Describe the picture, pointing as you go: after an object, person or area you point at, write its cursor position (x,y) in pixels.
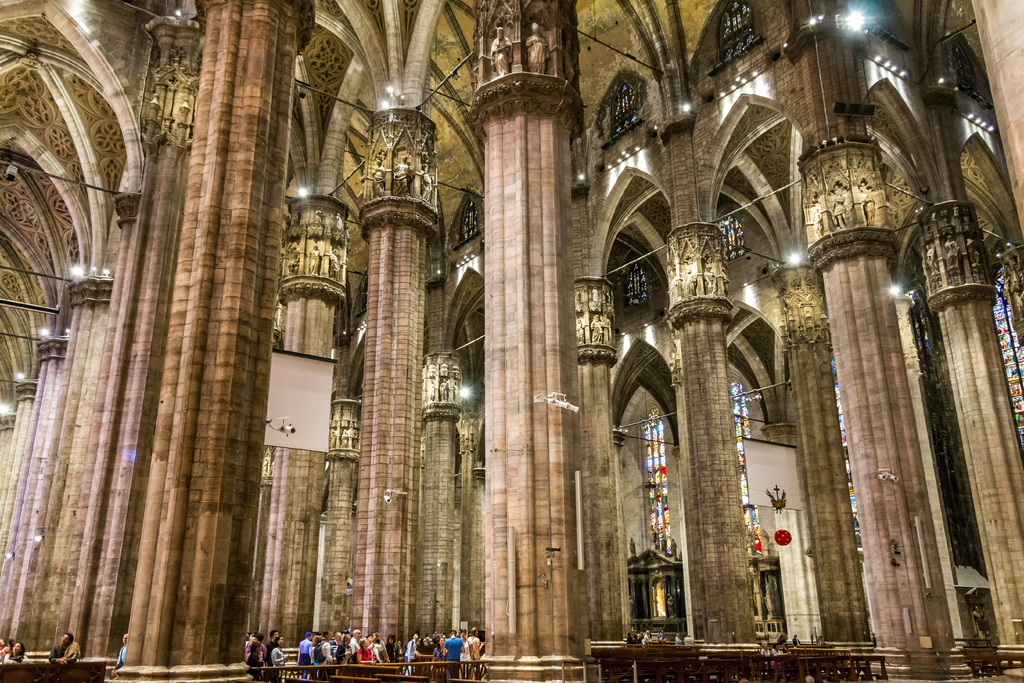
In this image we can see people (278,660) are standing in front of the benches (81,662). At the background (107,647) there are pillars (400,382).
